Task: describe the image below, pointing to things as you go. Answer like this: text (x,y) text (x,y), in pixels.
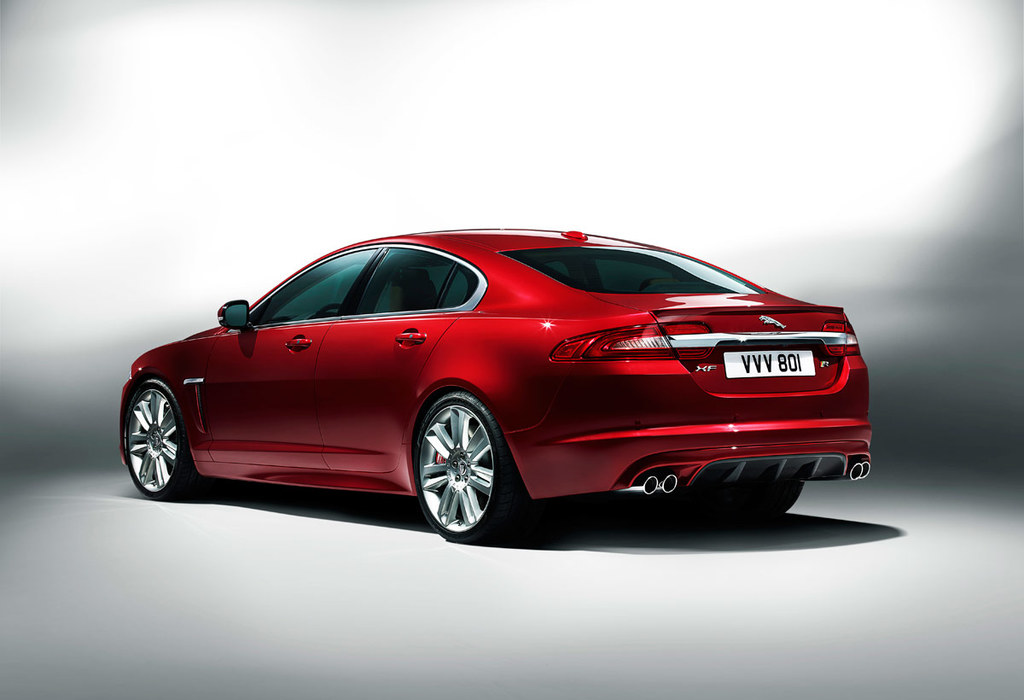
In this image there is a car (450,436).
